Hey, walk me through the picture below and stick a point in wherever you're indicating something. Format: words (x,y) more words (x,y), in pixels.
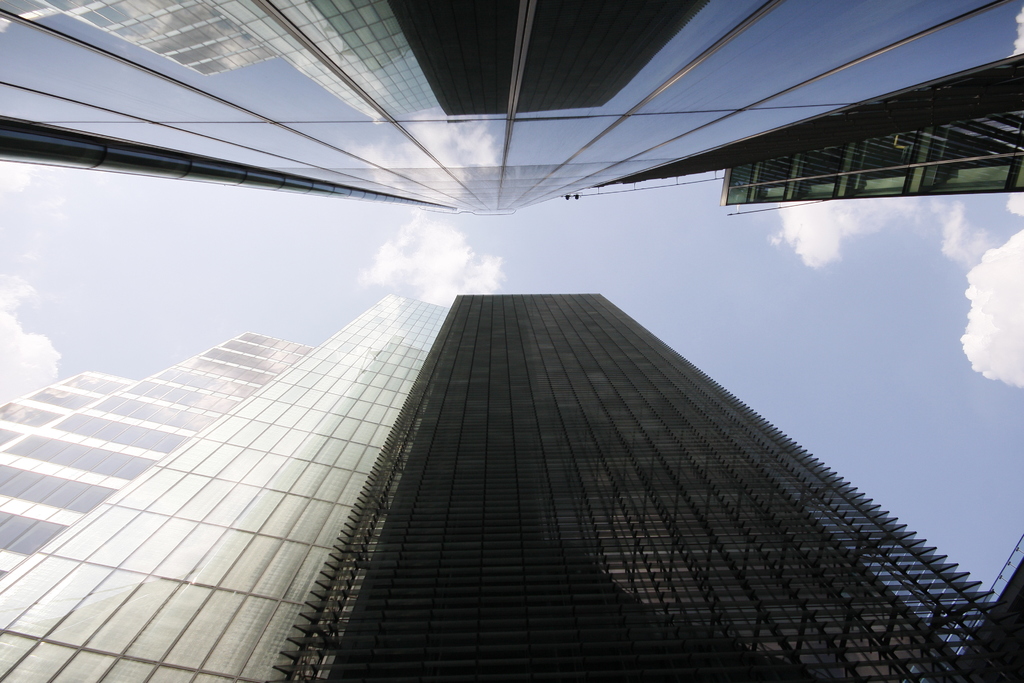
In this image, we can see some buildings (423,44) and the sky (543,261) with clouds (475,260). We can also see some glass (453,100) with the reflection (375,94) of buildings (577,98) and the sky (666,93).
